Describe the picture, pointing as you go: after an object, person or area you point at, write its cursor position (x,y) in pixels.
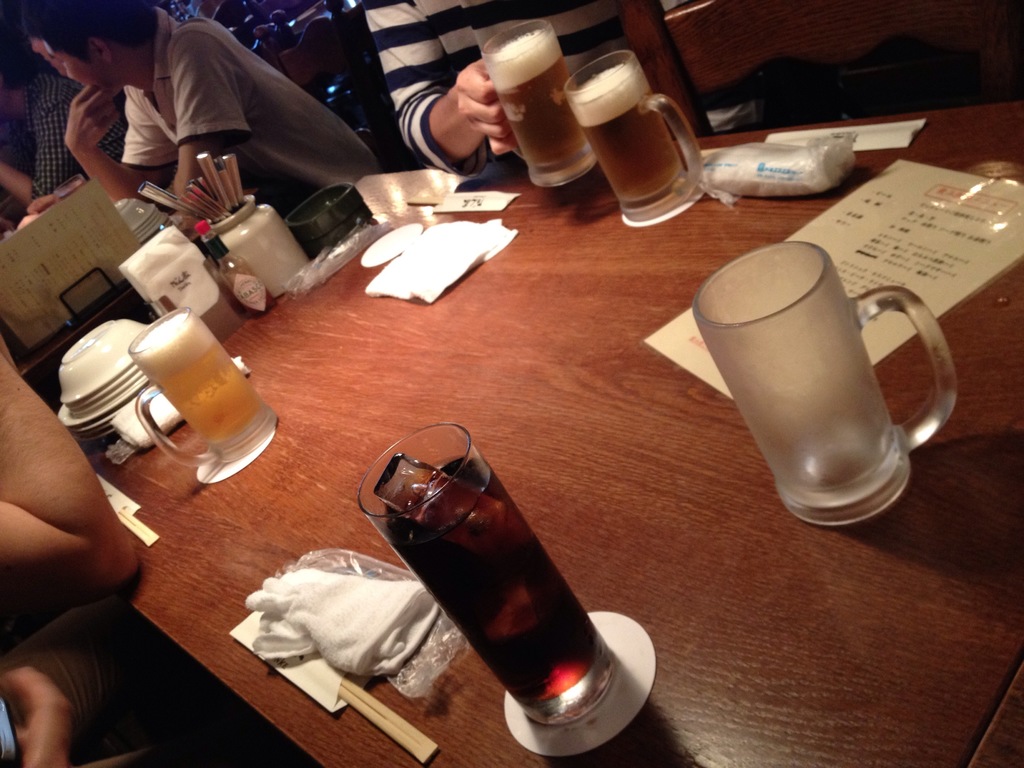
In this picture we can see table (658,411) and on table (614,398) we have glasses (443,551) drink (481,583) in it, cloth (395,593), chop sticks (404,744), bowl (100,367), plates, jar (242,230), tissue paper (423,244), paper (874,192) and aside to this we have persons (205,105) sitting on chairs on other tables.
